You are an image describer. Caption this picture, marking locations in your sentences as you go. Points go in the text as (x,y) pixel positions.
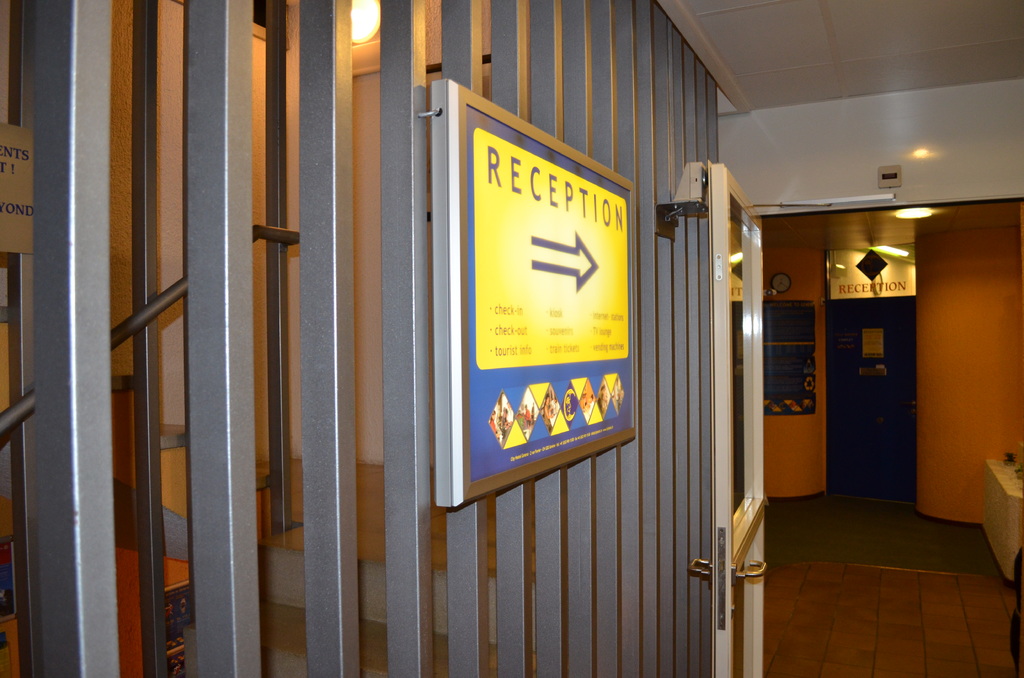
In front of the image there are metal rods (234,349), on the metal rods (423,266) there is a display board (470,272), behind the metal rods (306,236) there are stairs (365,475) with metal rod fence (275,241), beside the metal rods (706,272) there is an open door (754,303) into an another room (769,340), in the background of the image (799,434) there are walls (920,382), on top of the wall (794,297) there is a clock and there is a door (846,396) in between the walls (819,409) with a glass window (847,277) on top of it with some text (856,287) written on it.
